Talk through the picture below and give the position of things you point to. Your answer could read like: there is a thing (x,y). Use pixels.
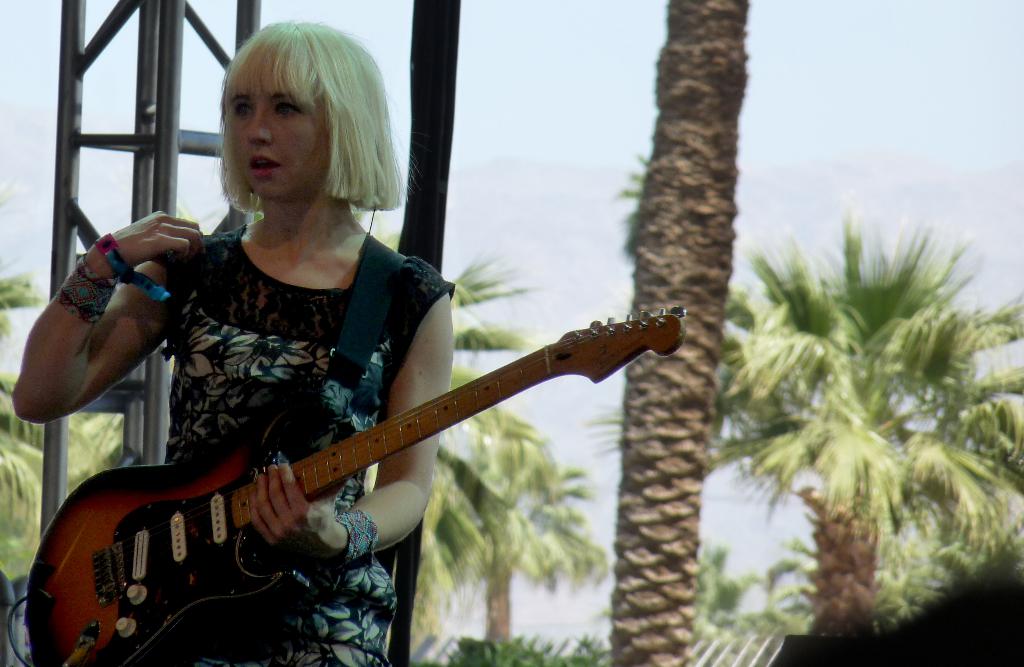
In this Image I see a woman (243,399) who is holding a guitar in her hands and In the background (7,464) I see trees (850,336).
